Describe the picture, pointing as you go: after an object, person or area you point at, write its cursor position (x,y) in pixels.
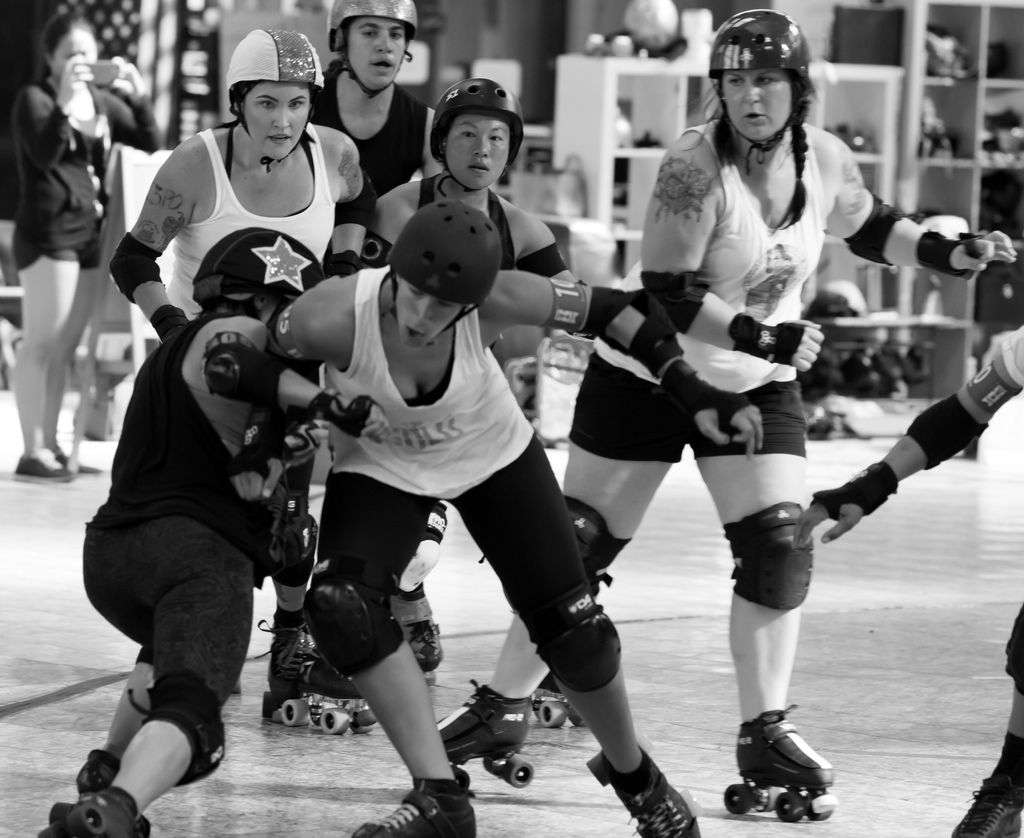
In this image we can see many people (542,460) playing. There are many objects (1011,137) placed on the racks (979,91) and few objects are placed on the ground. A person (136,138) is holding an object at left side of the image (74,176).
